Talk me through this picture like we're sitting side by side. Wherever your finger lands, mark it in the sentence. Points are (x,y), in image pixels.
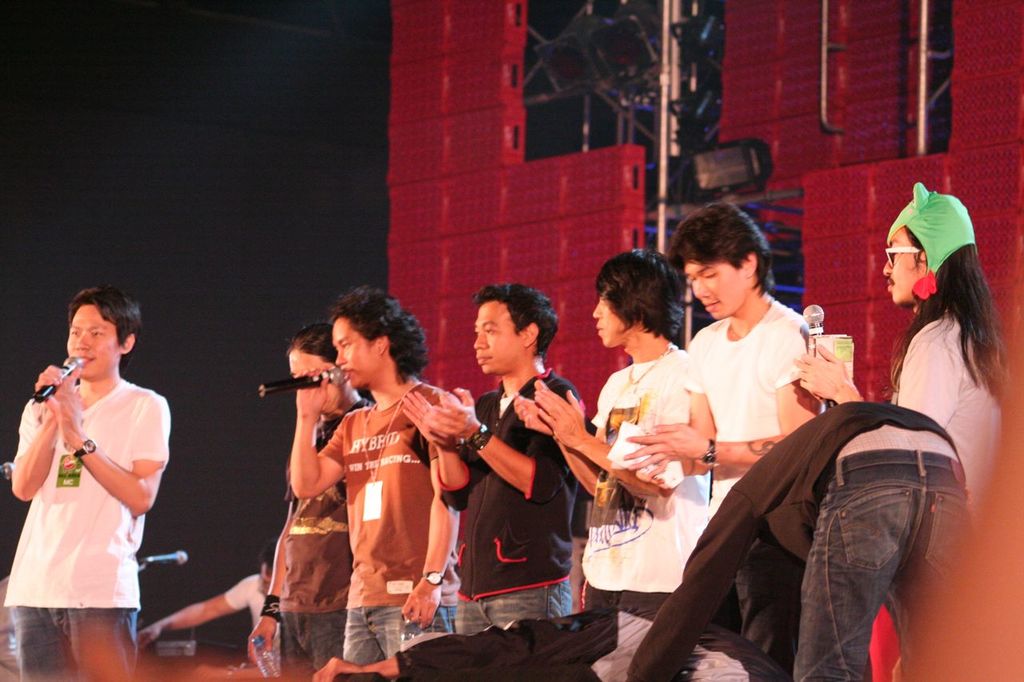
In this image, there are some people (353,528) standing, we can see some people (86,384) are holding the microphones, in the background (995,202) there are some red color boxes (980,207) and we can see a light (718,180).
